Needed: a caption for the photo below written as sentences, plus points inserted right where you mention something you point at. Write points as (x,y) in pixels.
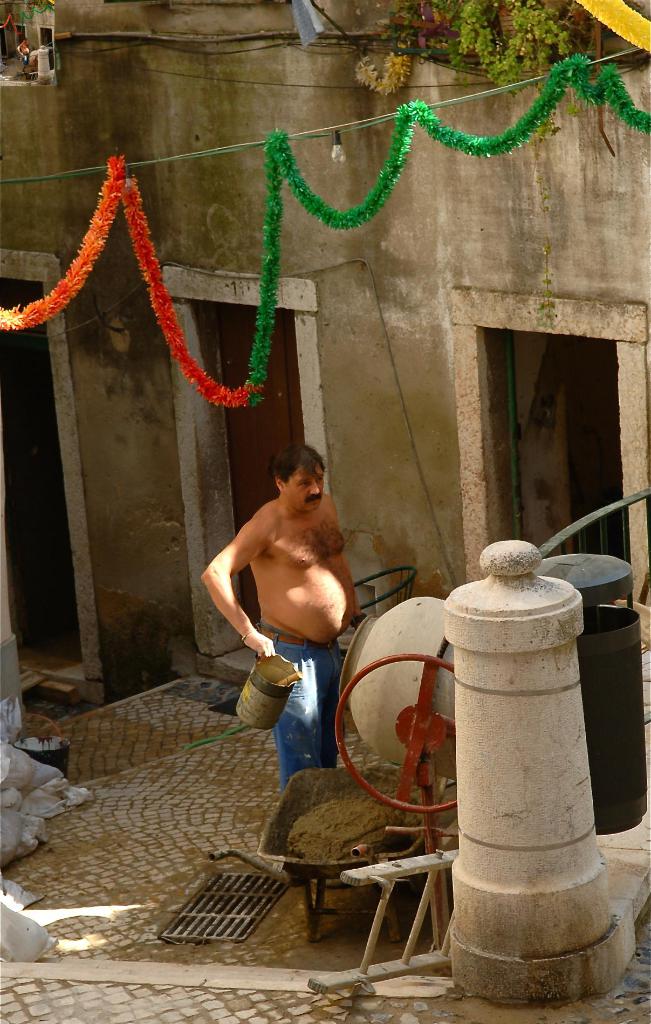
In this image there is a person (303,651) holding an object (261,727) in his hand (250,642), in front of him there is an equipment (409,671), below that there are few objects (371,840) on the surface (94,876), In the background (186,328) there is a wall (71,348) with doors (30,411), at the top of the image (267,165) there is a decoration (39,316) and some plant pots (423,47).
